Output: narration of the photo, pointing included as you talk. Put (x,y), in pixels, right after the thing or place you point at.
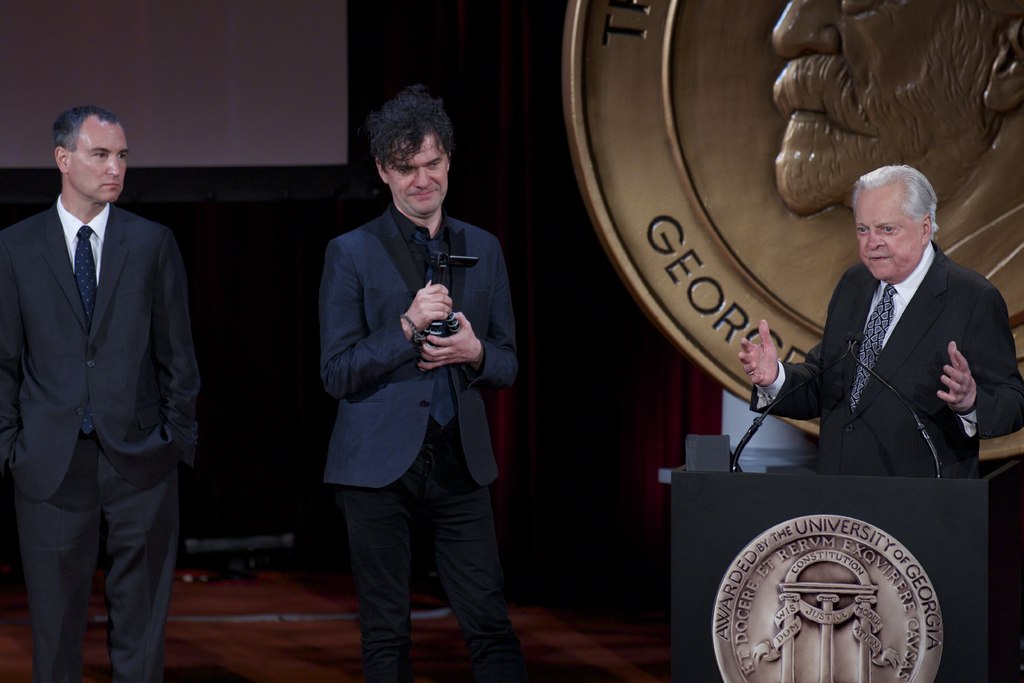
In this image there are three men (152,355) standing. The man (440,346) in the center (435,314) is holding an object (455,322) in his hand (443,299). The man (903,328) to right (904,330) is standing behind a podium (857,482). There are microphones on the podium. There is a sculpture (782,631) to the podium (764,526). Behind them there is a wall (501,41). In the top left (249,44) there is a projector board (184,49) hanging on the wall (488,44). In the top right (778,120) there is a sculpture (765,120). There is a carpet (271,610) on the floor (275,610).
